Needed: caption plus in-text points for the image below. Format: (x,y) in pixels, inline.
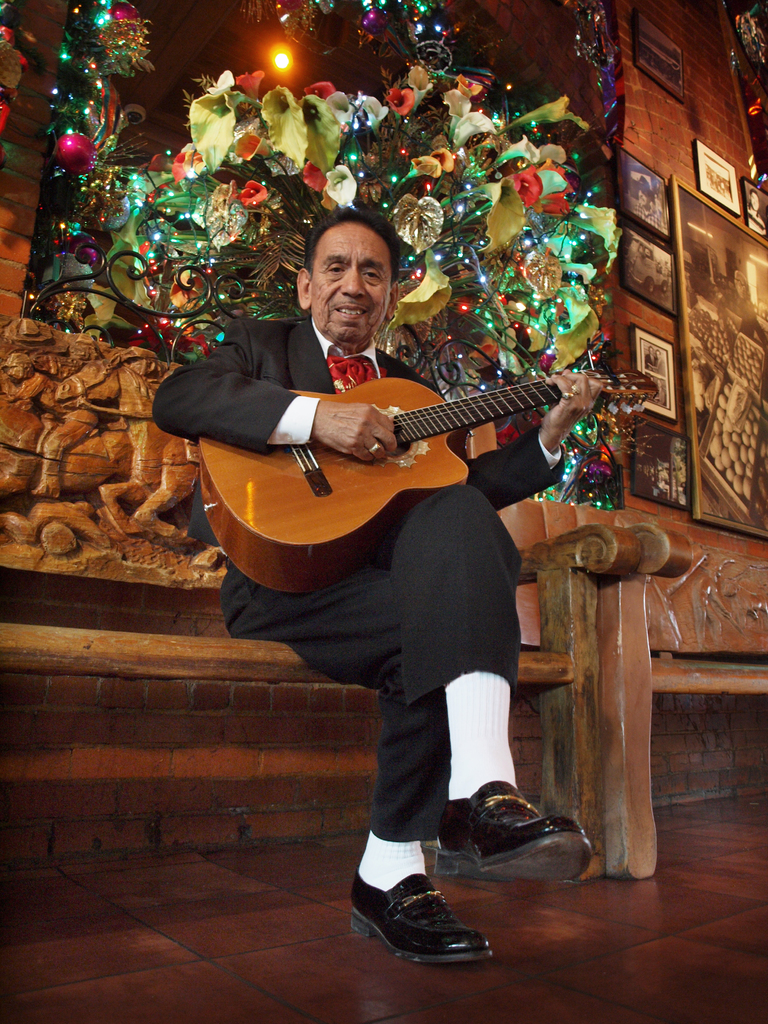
Man (435,569) playing guitar (419,478) in back (419,125) we are having plants (555,169) and photo frames (683,347).
